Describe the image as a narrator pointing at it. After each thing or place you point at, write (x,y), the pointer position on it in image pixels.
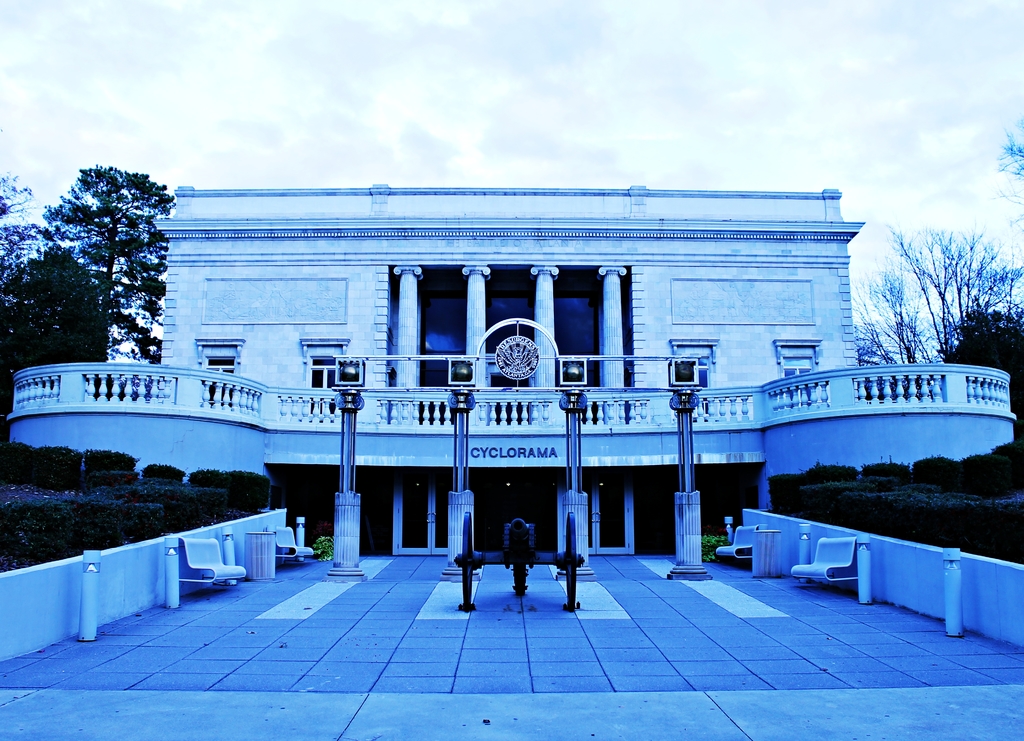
In this image at the center (532,330) there is a building (409,513). On both right and left side of the image (133,525) there are plants (914,486). At the back side (1017,321) there are trees (1017,321) and sky (312,122).
